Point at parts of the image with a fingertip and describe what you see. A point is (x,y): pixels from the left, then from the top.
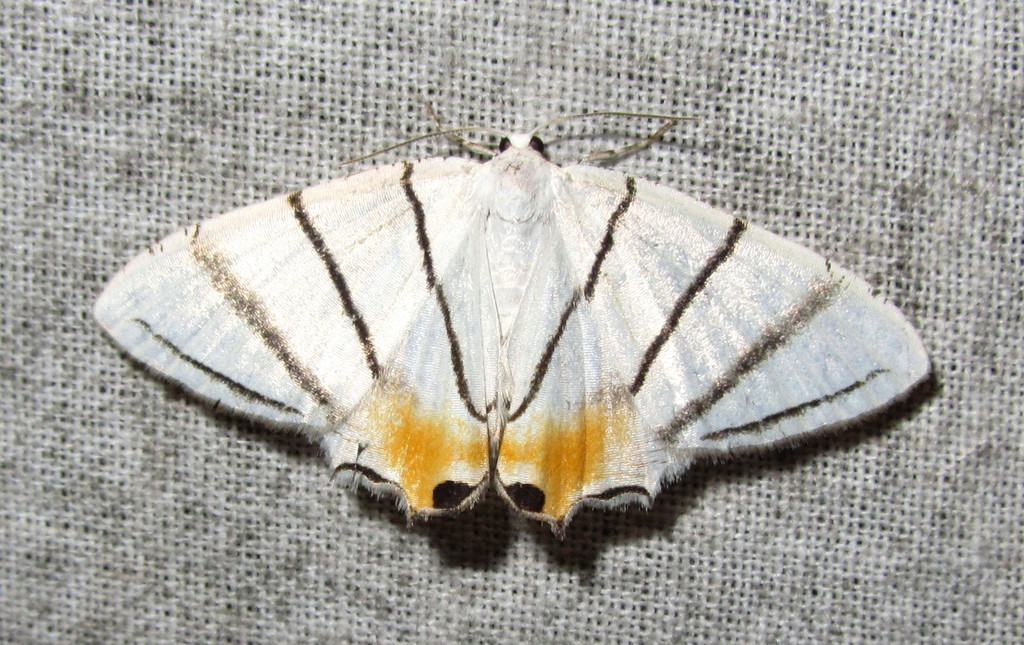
We can see insect (286,292) on surface (325,513).
